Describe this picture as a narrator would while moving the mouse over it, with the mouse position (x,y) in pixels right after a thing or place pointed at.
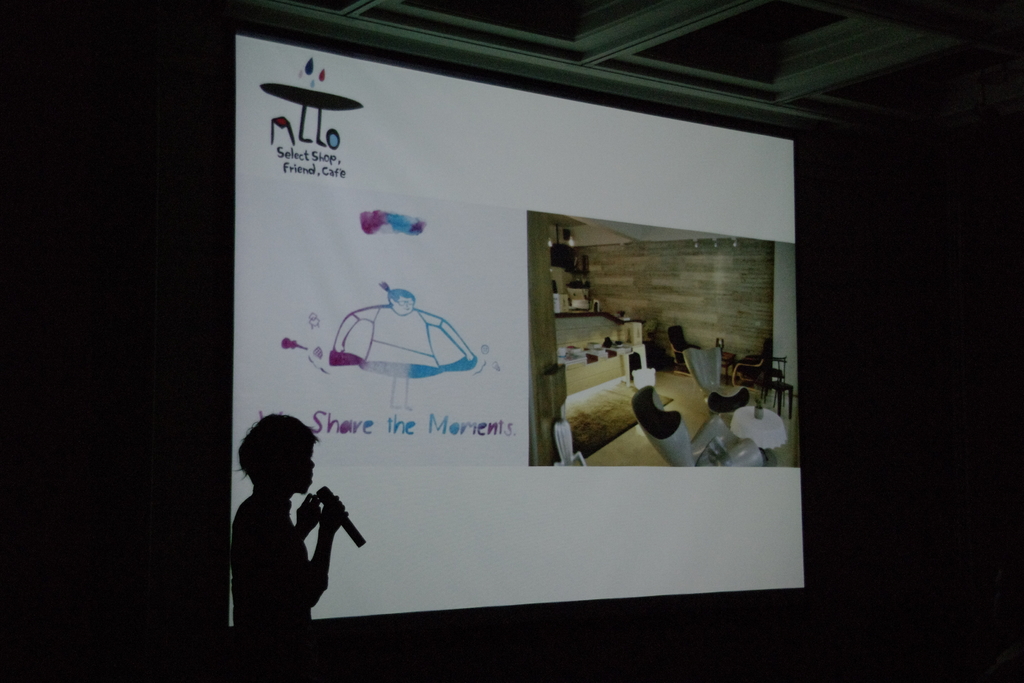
In the center of the picture (496,410) there is a projector screen (465,408). On the left (273,506) there is a person shadow (257,535) holding a mic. Sides of the picture are dark. At the top (527,40) it is ceiling (593,40).
